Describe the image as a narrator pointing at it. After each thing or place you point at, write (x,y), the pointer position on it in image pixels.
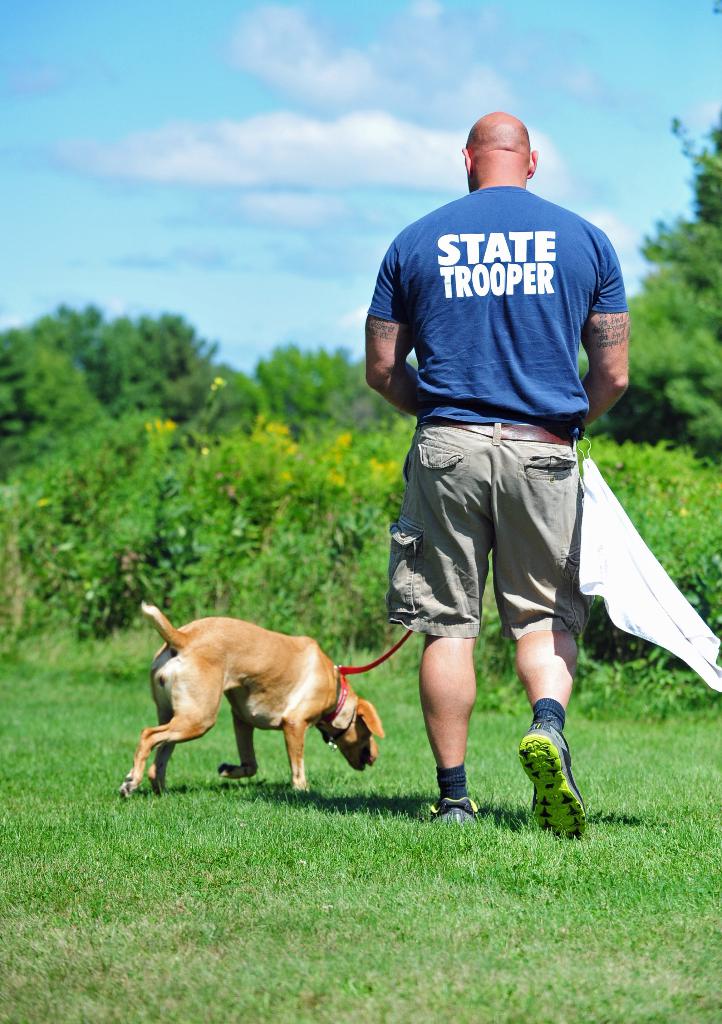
This image is clicked outside. There are trees (23,372) and bushes (127,499). Trees (646,396) on left (131,417) and right side (694,250). Bushes (659,507) are in the middle of the image (317,563). there is a dog (341,753) and man (472,490) walking. Man (549,419) is wearing blue color shirt (472,369) and short (478,531). the dog (309,649) is in brown color. There sky (545,108) and the top and grass (334,869) in the bottom (315,855).
